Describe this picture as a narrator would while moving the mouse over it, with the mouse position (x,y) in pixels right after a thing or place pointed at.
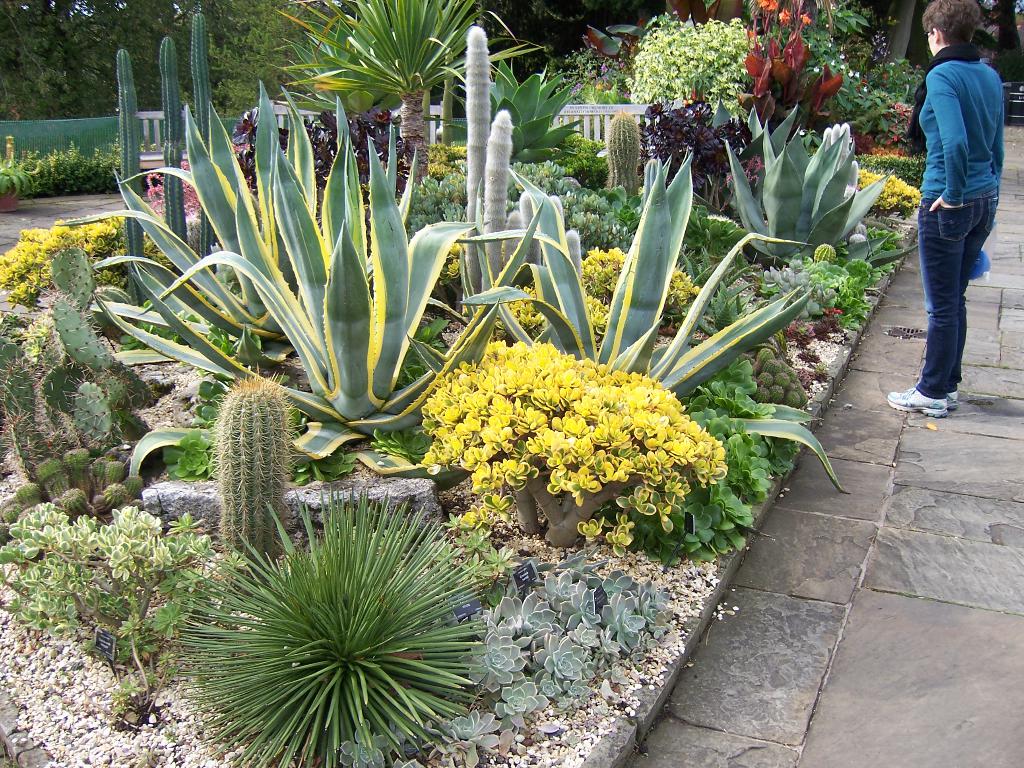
In this picture I can see a person (912,409) standing, there are plants (713,44), flowers (867,175), there is fence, and in the background (520,18) there are trees (80,82).
